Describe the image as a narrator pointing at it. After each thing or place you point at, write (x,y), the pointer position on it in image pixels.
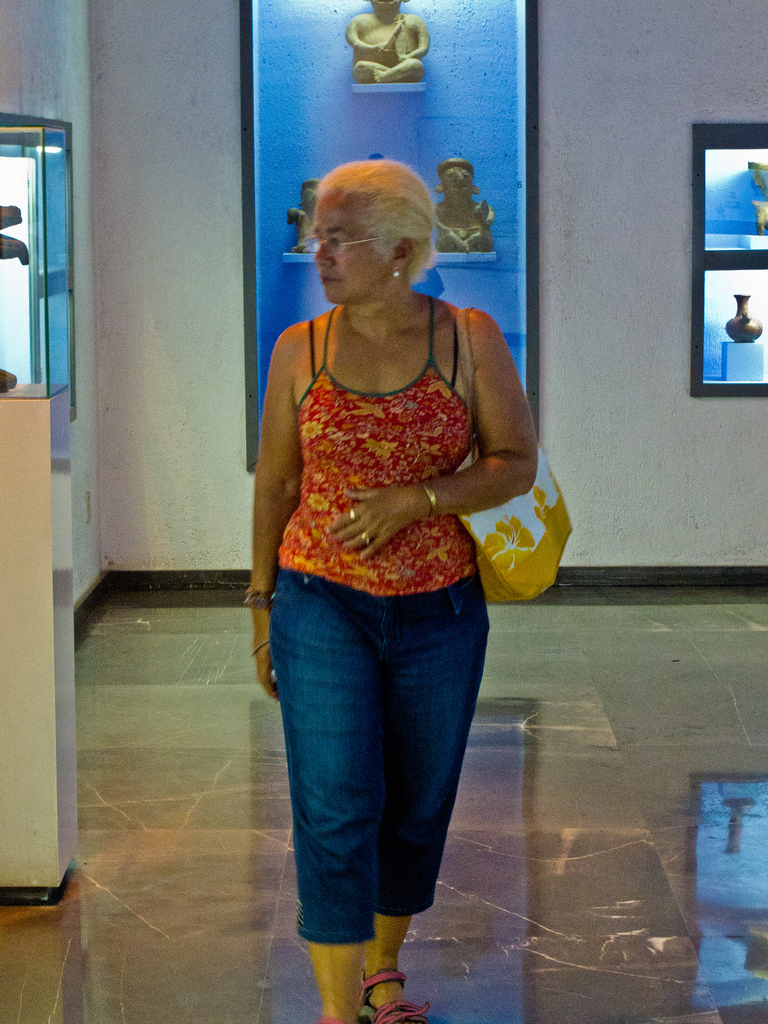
As we can see in the image there is wall (196,28), display cases (699,275), statues (487,250) and a woman (380,617) holding handbag (515,504).
